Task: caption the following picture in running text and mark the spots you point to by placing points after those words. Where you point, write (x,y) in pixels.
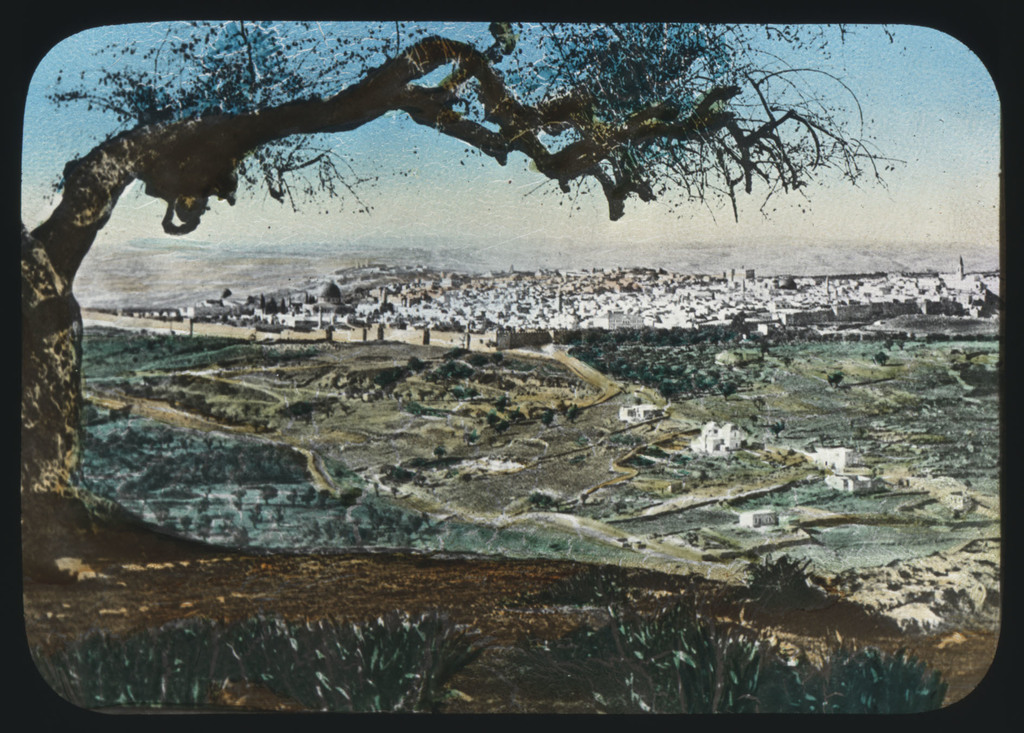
In this image there is the sky (790,143) towards the top of the image (419,170), there are buildings (670,323), there are trees (397,519), there are plants (477,658) towards the bottom of the image (410,665), there is a wall (256,338), the borders (1002,48) of the image is black.
